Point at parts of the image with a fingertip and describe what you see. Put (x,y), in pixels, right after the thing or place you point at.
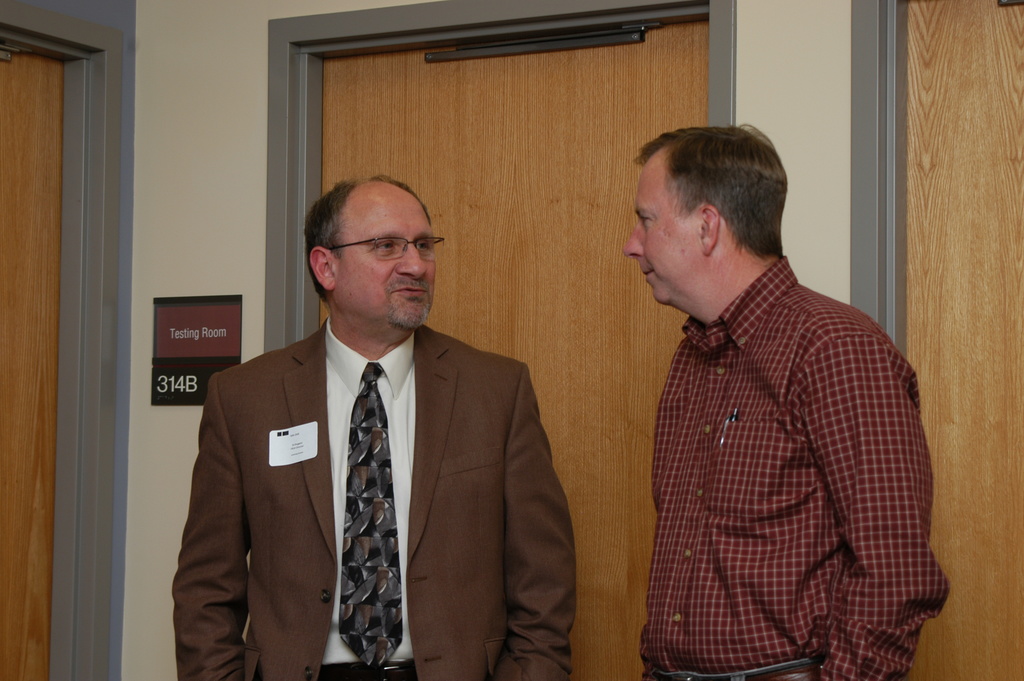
In this picture I can observe two men (505,462). One of them is wearing a coat (456,501) and tie (386,513). In the background (59,159) I can observe doors (569,215).
